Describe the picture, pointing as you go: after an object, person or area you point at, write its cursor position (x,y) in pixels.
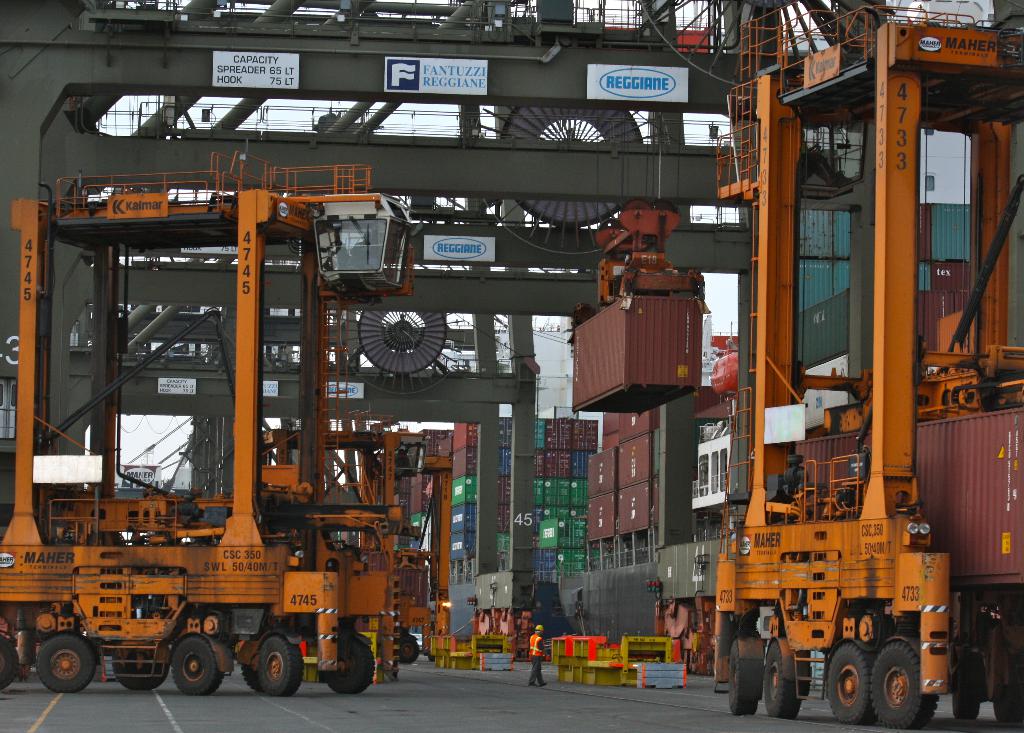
In this image I can see trucks (399,564), vehicles (438,619) and a person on the floor (435,668). In the background (641,646) I can see machines (584,102), boxes (459,485) and so on. This image is taken may be in a port (363,727).
